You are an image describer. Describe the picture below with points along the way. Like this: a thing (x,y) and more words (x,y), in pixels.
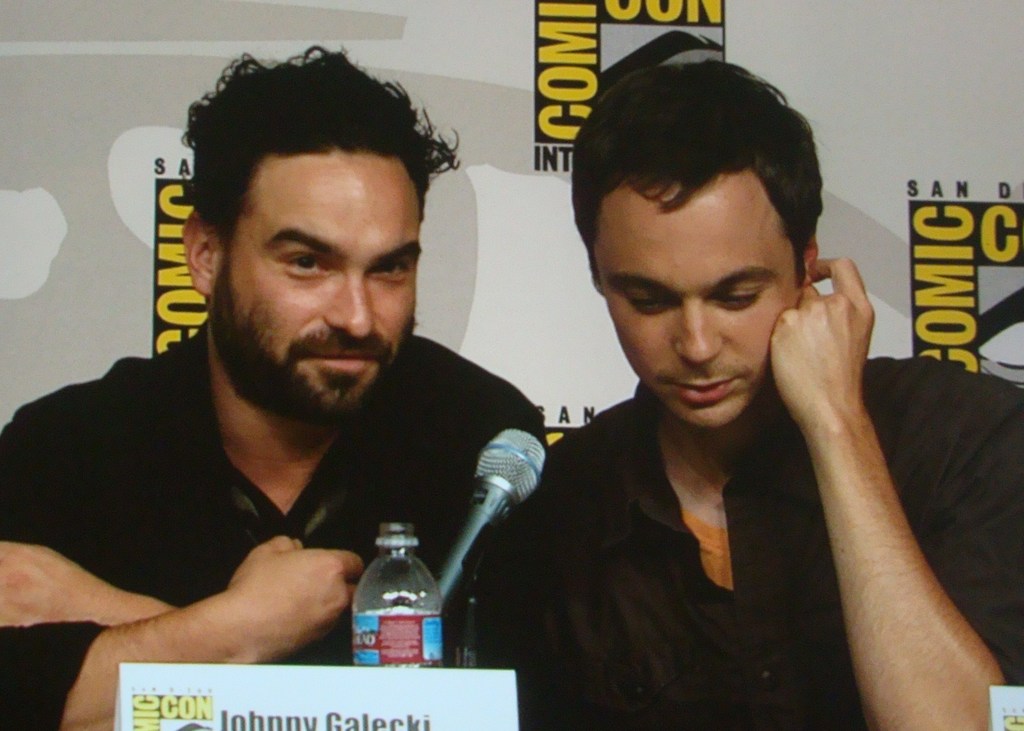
In this picture we can see two men (644,332), they are seated, in front of them we can find a microphone (511,438), bottle (366,606) and a name board (190,729), in the background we can see a hoarding (925,269).
